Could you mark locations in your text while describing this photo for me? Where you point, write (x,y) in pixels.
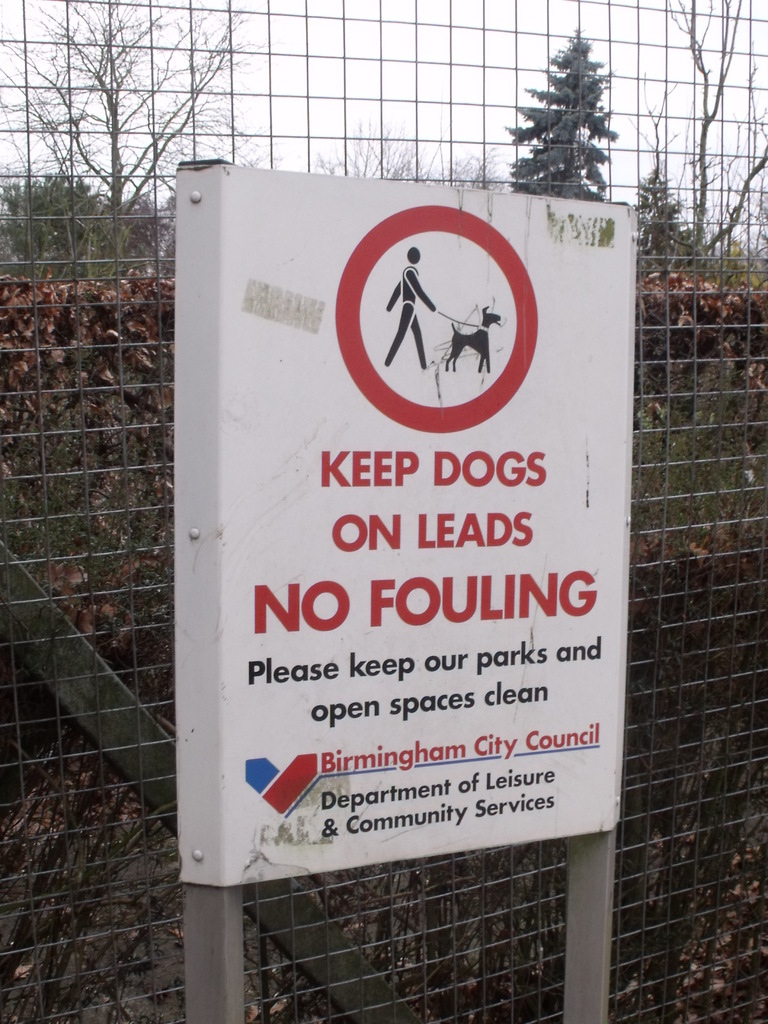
This image consists of a board (353,451) in white color. Behind which there is a fencing (363,1011), made up of metal (36,948). In the background (22,412), we can see many trees (6,194) and plants (65,354). At the top (340,104), there is sky (401,87).
